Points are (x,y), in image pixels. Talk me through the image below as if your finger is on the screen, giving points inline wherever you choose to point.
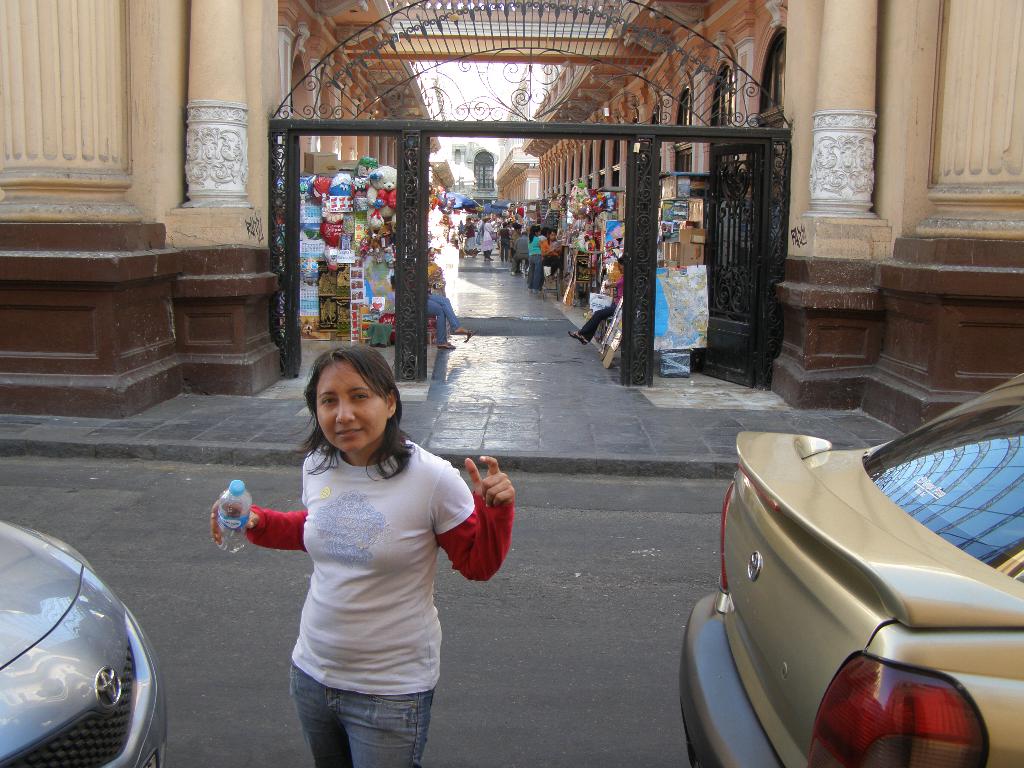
The woman (359,418) in white T-shirt (351,545) is standing on the road (293,581). She is holding a water bottle (233,549) in her hand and she is smiling. Beside her, we see cars (51,710) parked on the road (651,601). Behind her, there are shops (302,280) and we see people (512,250) buying something in the shops (587,224). Beside that, we see a black gate (745,274) and we see a building (164,150) and pillars (790,265).
